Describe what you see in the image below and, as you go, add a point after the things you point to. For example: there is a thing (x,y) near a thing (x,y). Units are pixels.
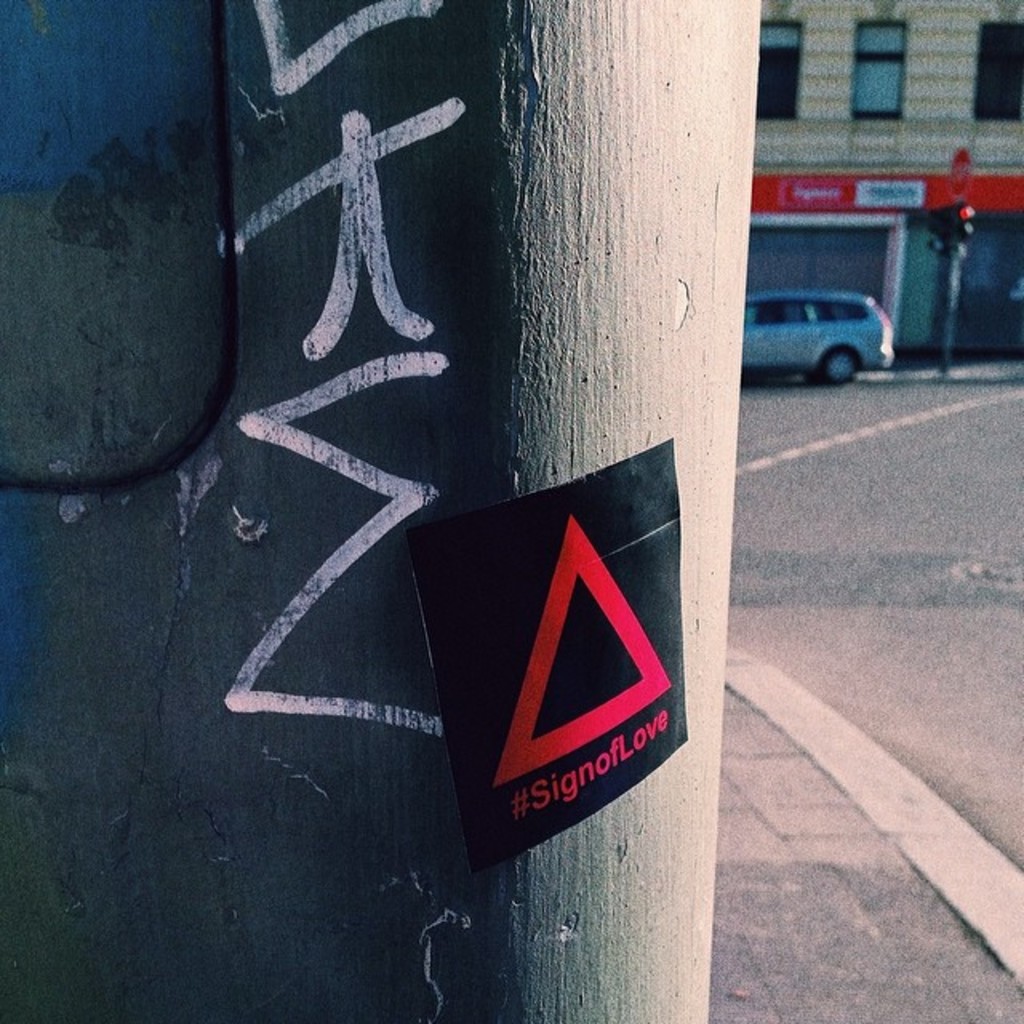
In this image on the left side (126,266) there is a wall (643,178), on the wall (381,596) there is one poster (424,558) and wire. In the background (852,156) there is a building (929,187), pole (951,237), traffic signals (957,225) and car (834,359). At the bottom (856,775) there is walkway (799,882).
